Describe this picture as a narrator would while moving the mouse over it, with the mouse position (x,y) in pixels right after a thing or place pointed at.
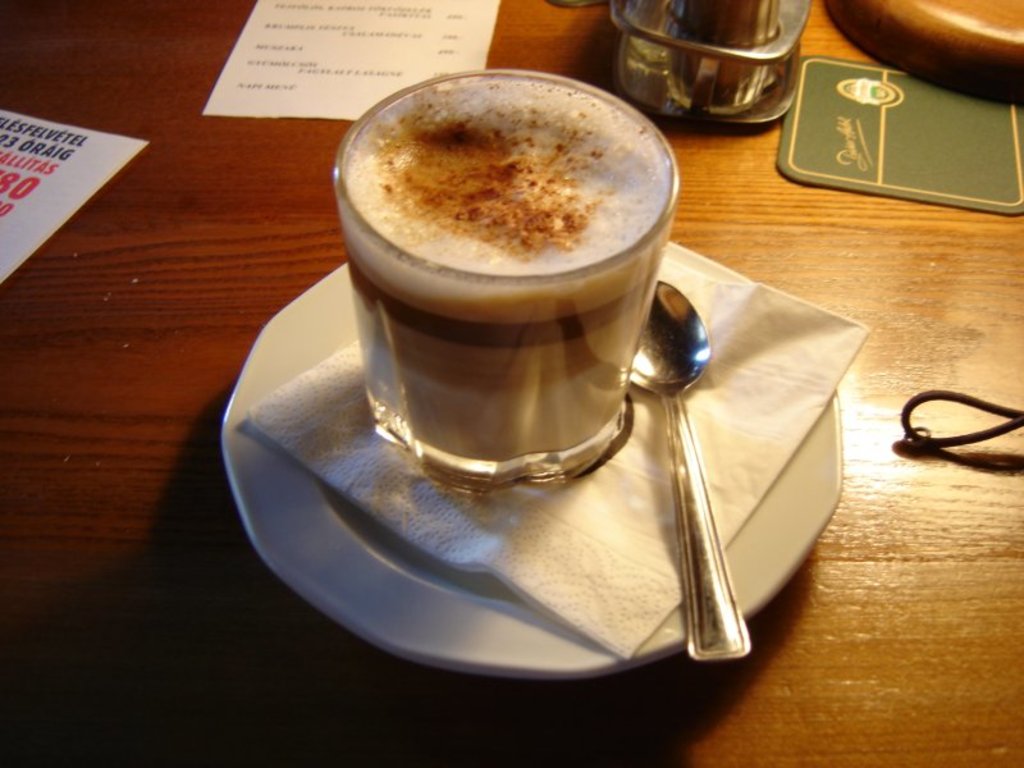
In this image, we can see a glass (420,338) with liquid (501,342) is placed on the tissue (561,523). Beside the glass (563,474), there is a spoon (673,427). Here we can see white saucer (412,615) is placed on the wooden surface (205,641). Top of the image (745,11), we can see so many things (1006,187) and objects (973,116) are placed on the wooden surface (720,123).
